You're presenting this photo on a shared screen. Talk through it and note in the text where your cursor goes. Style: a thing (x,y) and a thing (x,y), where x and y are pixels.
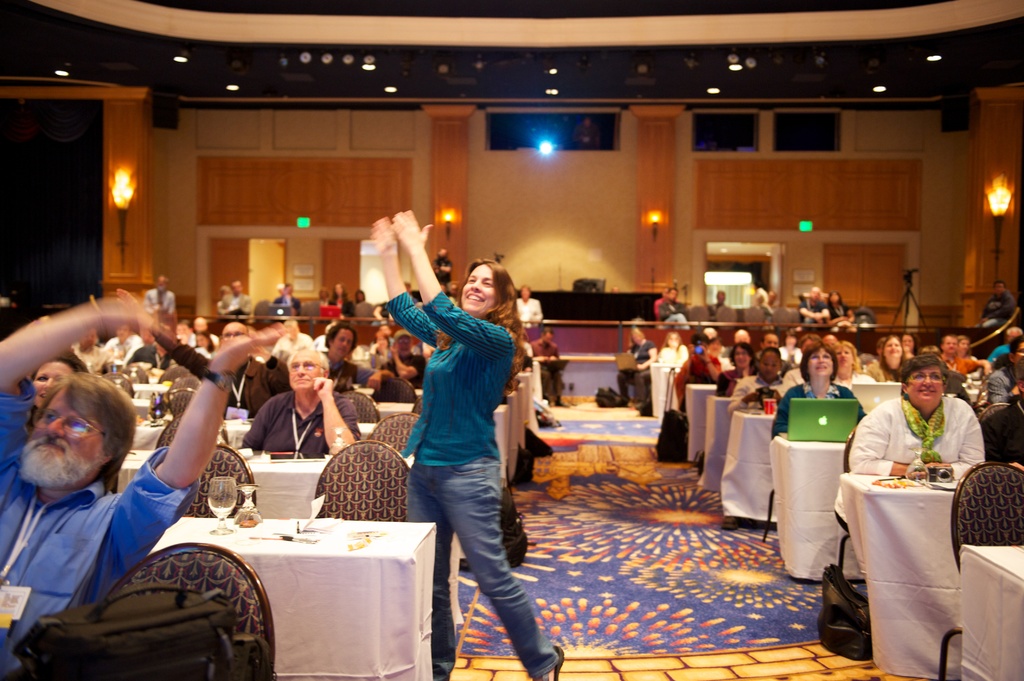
In this picture there is a woman (415,233) standing here and she is smiling, there are some chairs (346,483) beside her, there is a table (329,538) with some wine glass (251,522), paper (315,534), books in front of her. On her right side there are some people (891,472) sitting and they have a laptop (806,426), beverage can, camera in front of them. In the backdrop (464,196) there is a wall (625,216), there is also a projector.
